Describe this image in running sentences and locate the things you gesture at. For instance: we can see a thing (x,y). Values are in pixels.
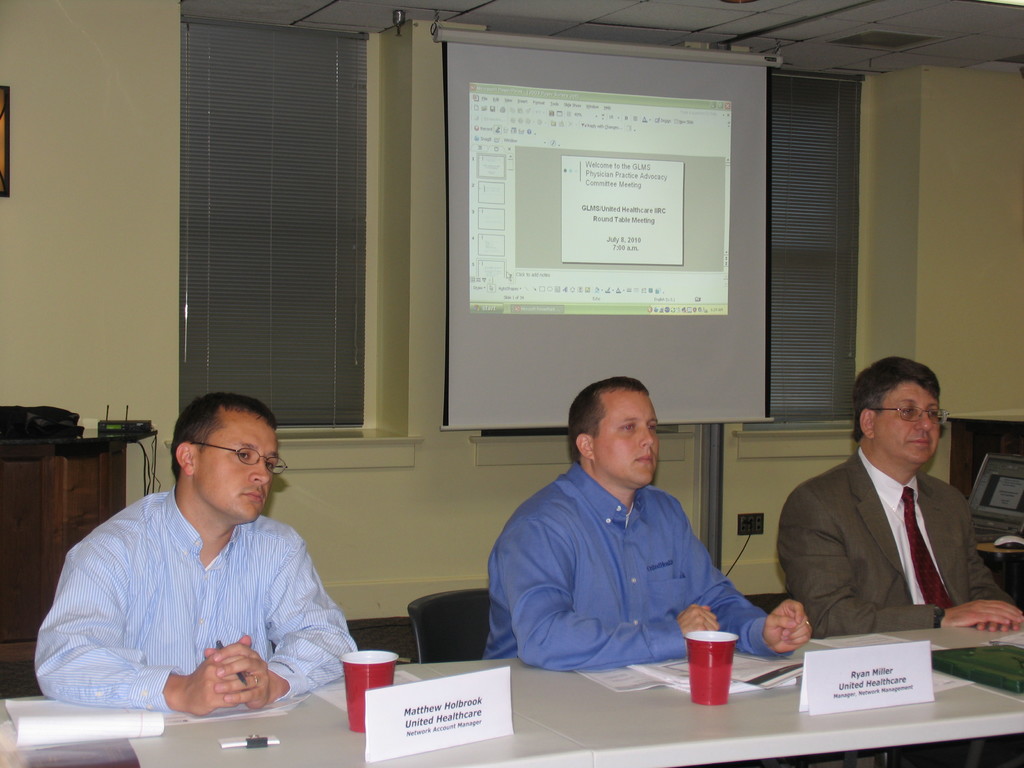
In this image, I can see three persons (552,625) sitting on the chairs (466,632). At the bottom of the image (471,754), I can see a table (690,708) with name boards (813,696), papers (756,666), glasses (359,710) and few other things (1002,645). Behind the persons (626,454), I can see the windows (282,162) and a projector screen (494,176) hanging. At the top of the image (769,29), I can see the ceiling (781,32). On the left side of the image (80,504), I can see another table (70,468) with few objects (56,434) on it.
